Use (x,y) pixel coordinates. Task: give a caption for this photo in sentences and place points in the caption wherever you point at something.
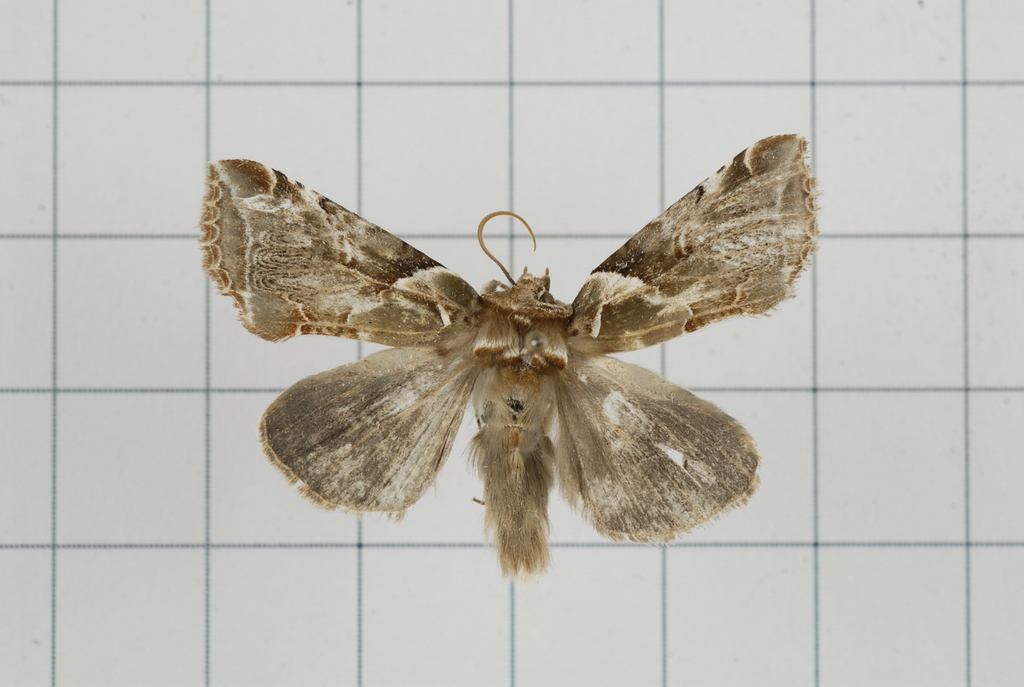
In the center of the picture (615,366) we can see an insect (337,312) on a graph like paper (74,420).
